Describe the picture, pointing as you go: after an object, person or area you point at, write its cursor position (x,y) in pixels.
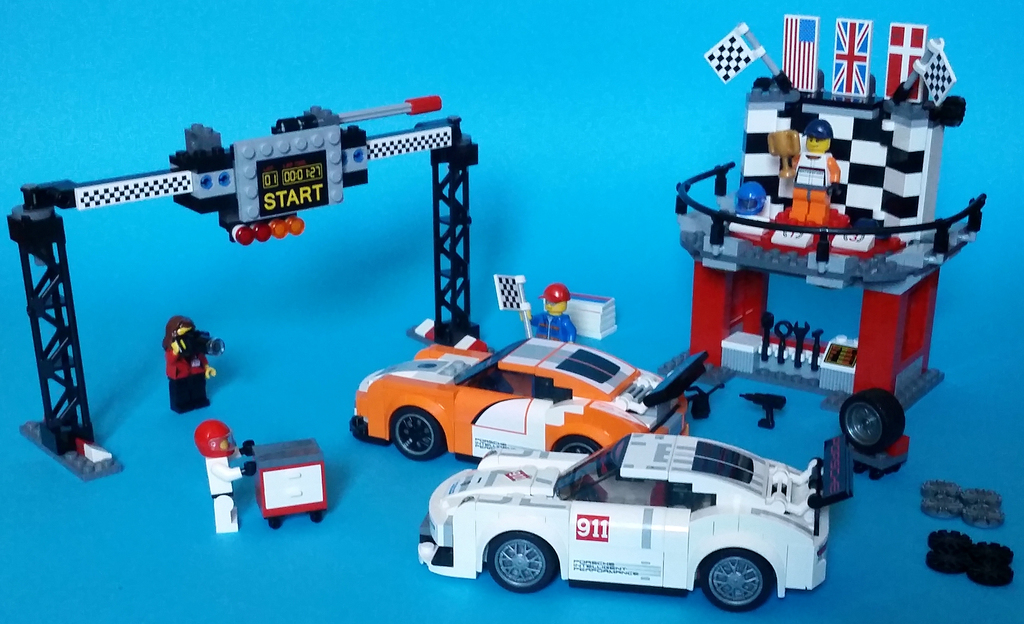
In this picture we can see lego cars (422,418), people (528,315), trusses (42,250), lights (283,228), flags (839,33), a helmet (747,194) and some objects (933,543) on the surface (70,579).
